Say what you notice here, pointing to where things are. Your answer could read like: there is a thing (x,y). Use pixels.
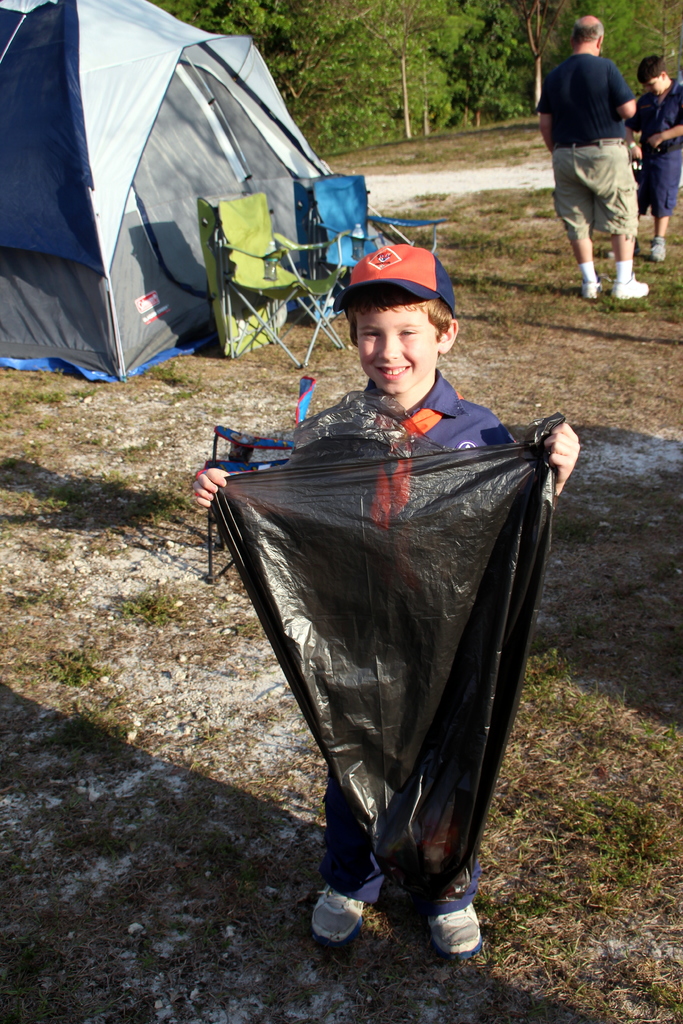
In this image in the foreground (459,432) there is one boy (424,326) who is standing and smiling and he is holding one plastic cover (431,524), and in the background (624,137) there are two persons (628,134) who are standing and on the left side (117,210) there is one tent (112,351) and two chairs (331,257) and there are some trees (438,91). At the bottom (190,924) there is grass (534,833).
